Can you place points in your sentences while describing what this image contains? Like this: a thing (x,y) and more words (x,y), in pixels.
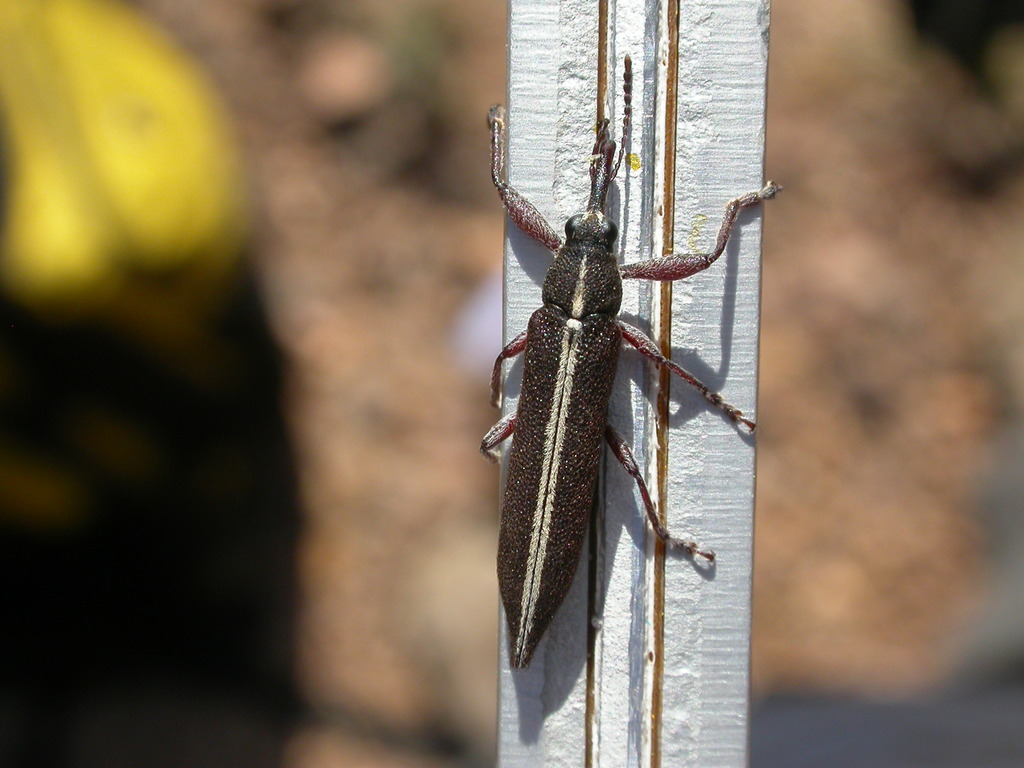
In the foreground (621,81) I can see an insect (517,517) on a pillar (711,538). In the background (841,599) I can see a rock (909,202). This image is taken during a day.
